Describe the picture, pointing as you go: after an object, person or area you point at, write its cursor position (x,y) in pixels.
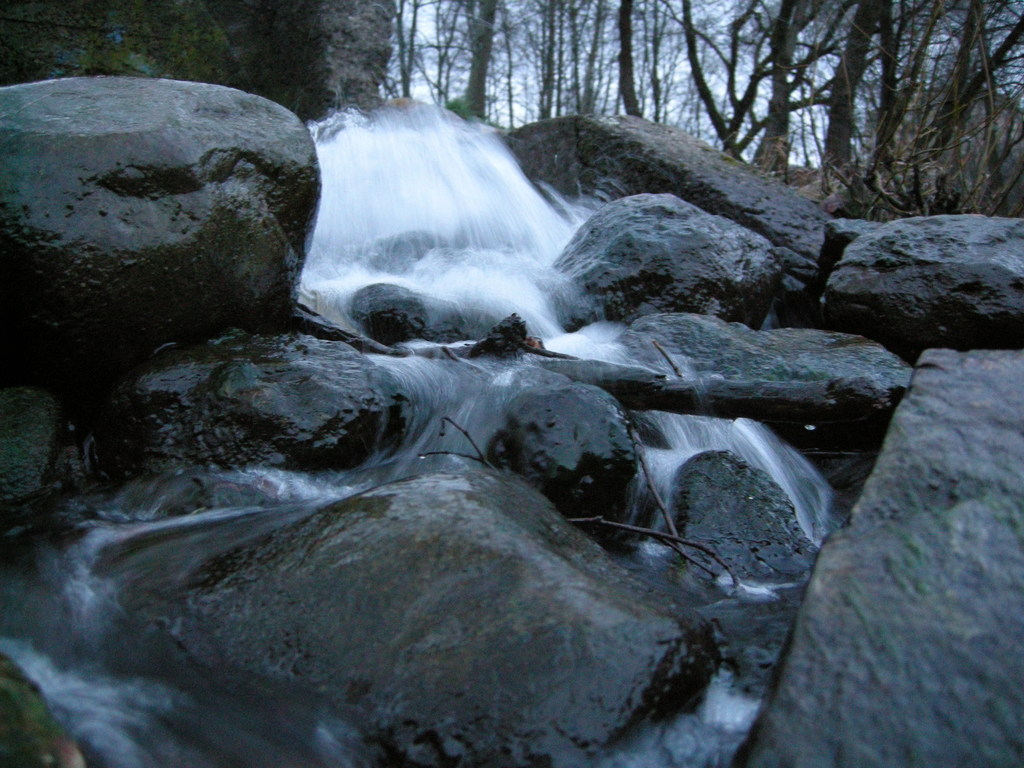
As we can see in the image there are rocks (51,318), water (455,291), trees (425,30) and sky (499,117).
